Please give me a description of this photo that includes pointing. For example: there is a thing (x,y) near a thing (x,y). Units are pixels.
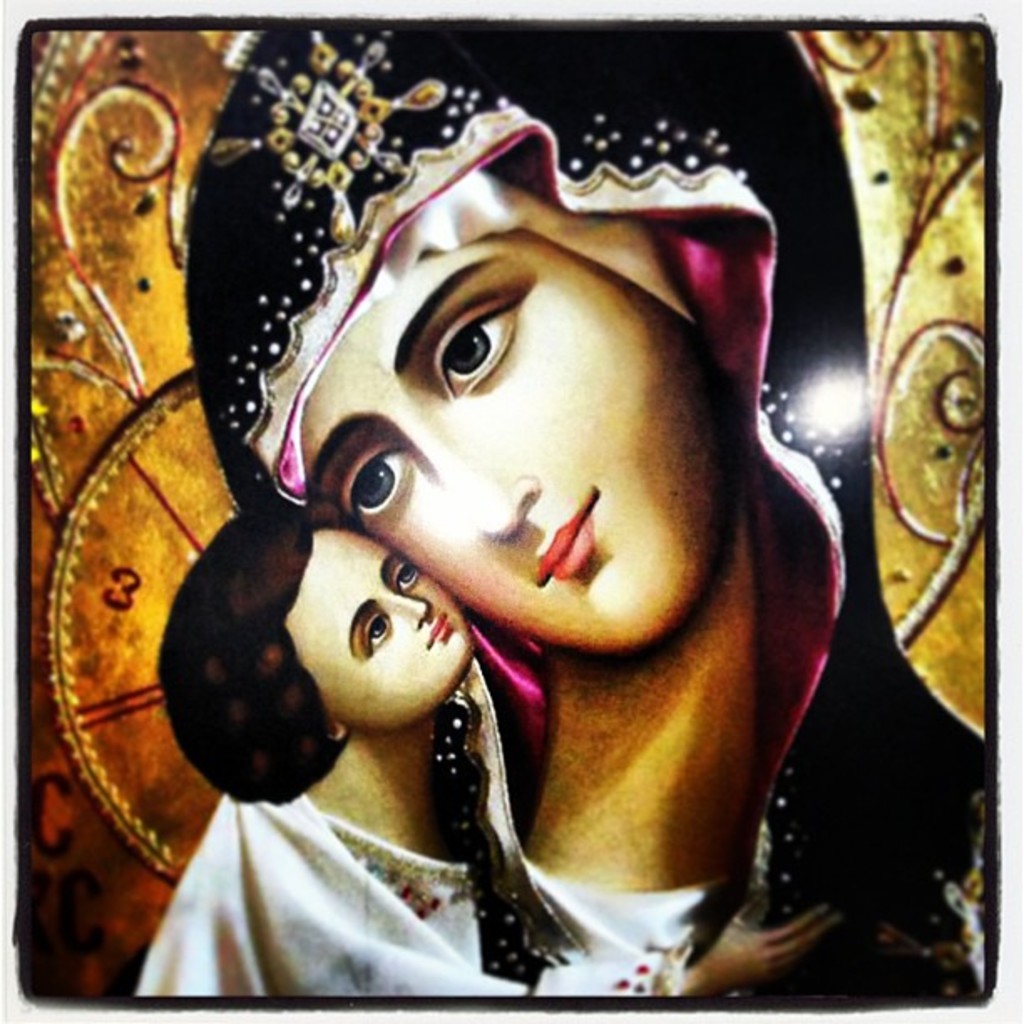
In the image we can see there is a poster (324,642) on which there is a painting (508,645) of two people (671,673).
